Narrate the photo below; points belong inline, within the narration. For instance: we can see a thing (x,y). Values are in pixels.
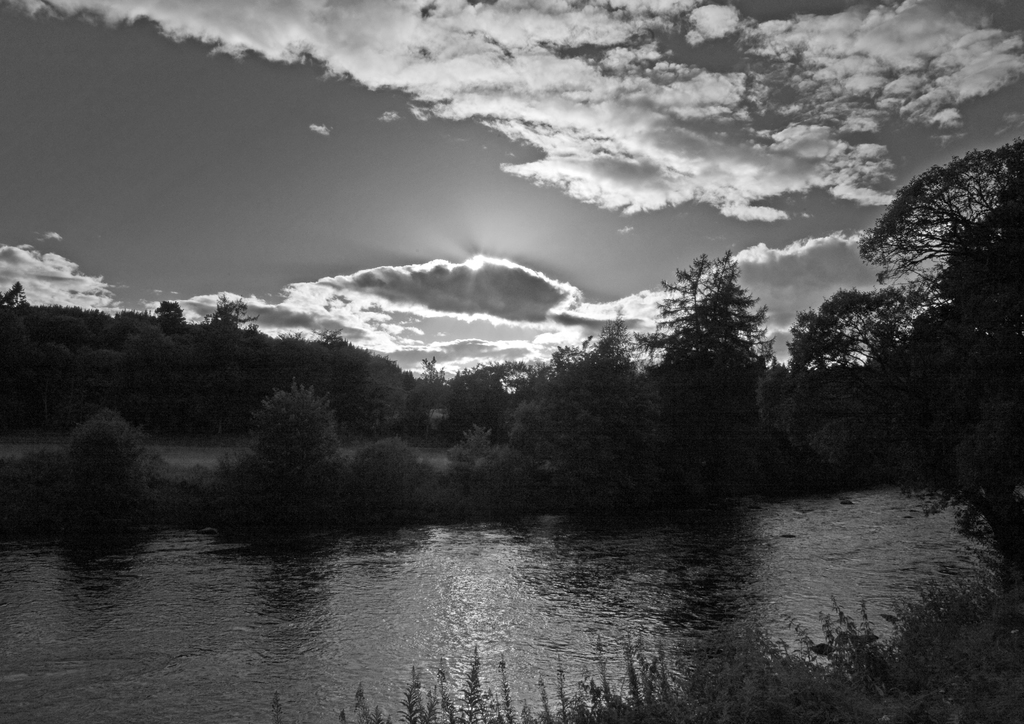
This is a black and white image and here we can see trees (644,375) and at the top (393,175), there is sunset (493,250) and we can see clouds (590,204) in the sky (589,260). At the bottom (376,625), there is water (351,624).
